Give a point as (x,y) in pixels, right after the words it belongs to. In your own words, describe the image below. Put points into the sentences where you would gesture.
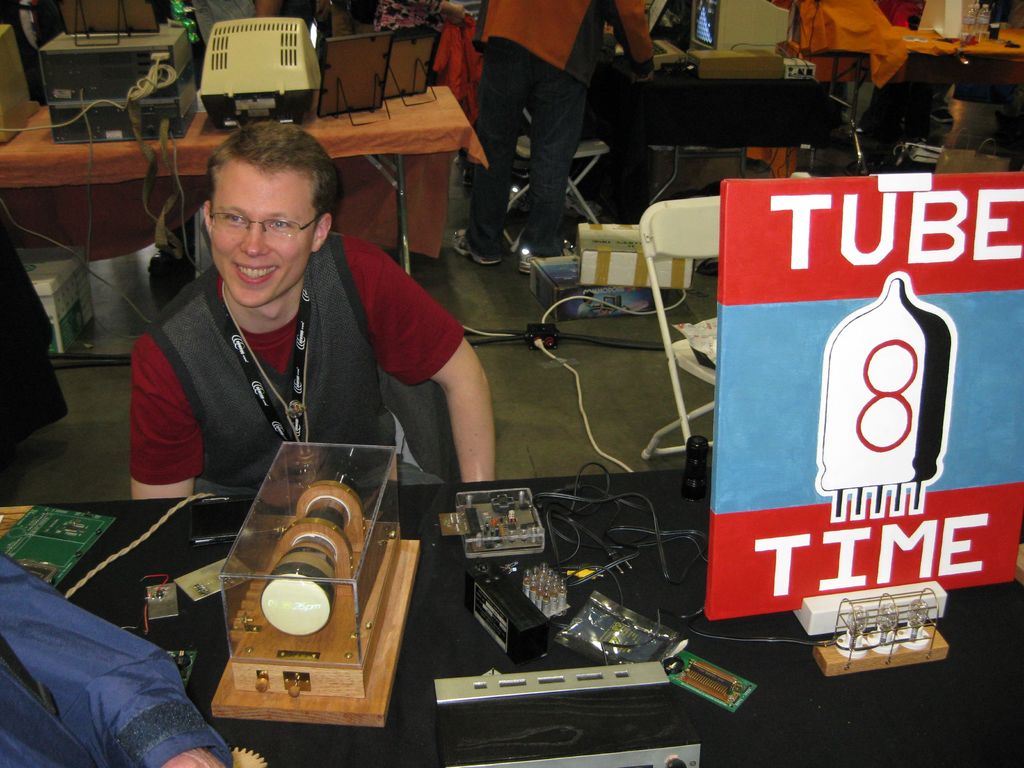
In this picture there is a man (333,308) sitting on a chair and smiling, in front of him we can see board (709,574), box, cables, person hand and objects (60,544) on the table (216,551) and object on the chair (655,236). In the background of the image (516,72) there is a person (509,59) standing and we can see objects (329,103) on tables (479,155), boxes (543,277) and cables (524,337) on the floor (518,349).
